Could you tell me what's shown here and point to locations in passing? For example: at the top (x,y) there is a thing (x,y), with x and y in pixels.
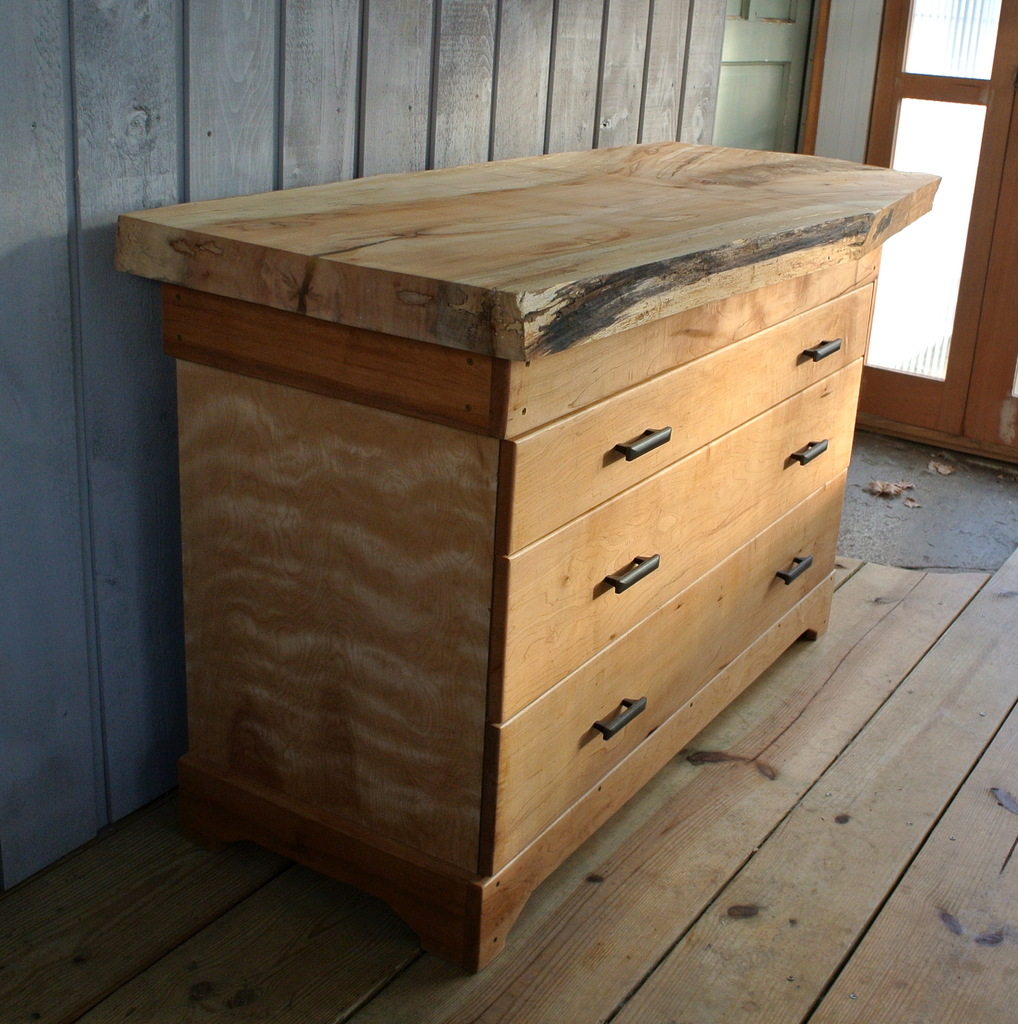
This is the picture inside of the room (924,901). There is a table (591,707) in the middle of the image (603,479). At the back (887,295) there is a door (912,242).
